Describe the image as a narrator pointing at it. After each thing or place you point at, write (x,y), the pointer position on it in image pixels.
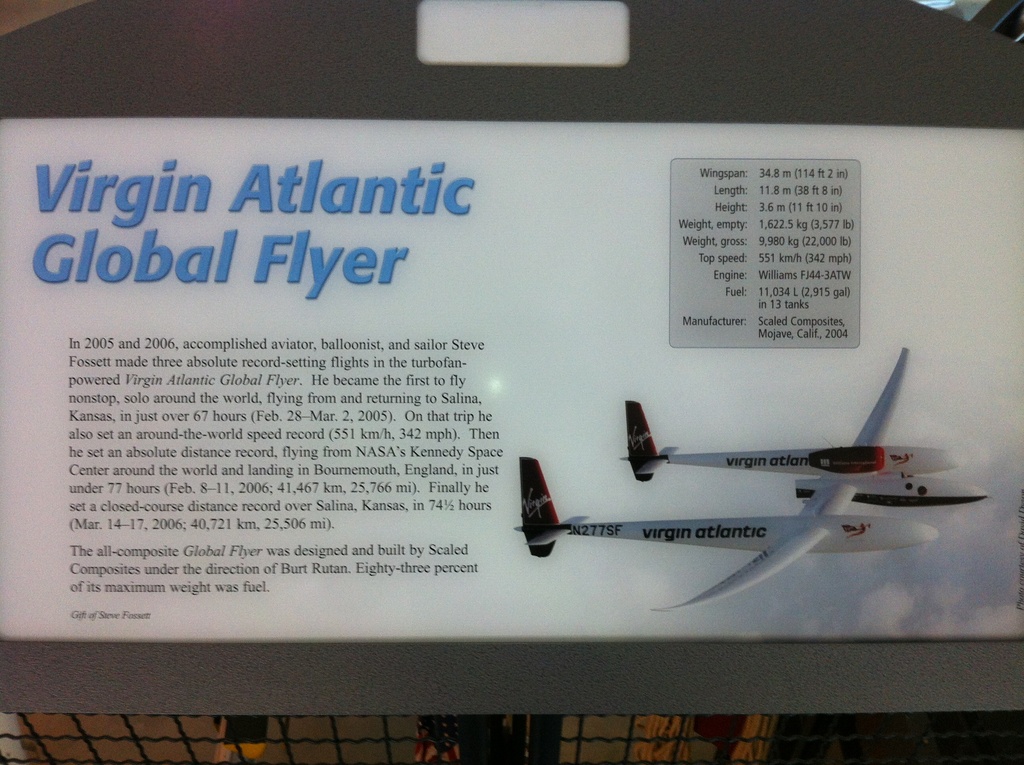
In this image I can see an aircraft (848,497) in white and red color and something is written on it. Background (639,330) is in white color.
